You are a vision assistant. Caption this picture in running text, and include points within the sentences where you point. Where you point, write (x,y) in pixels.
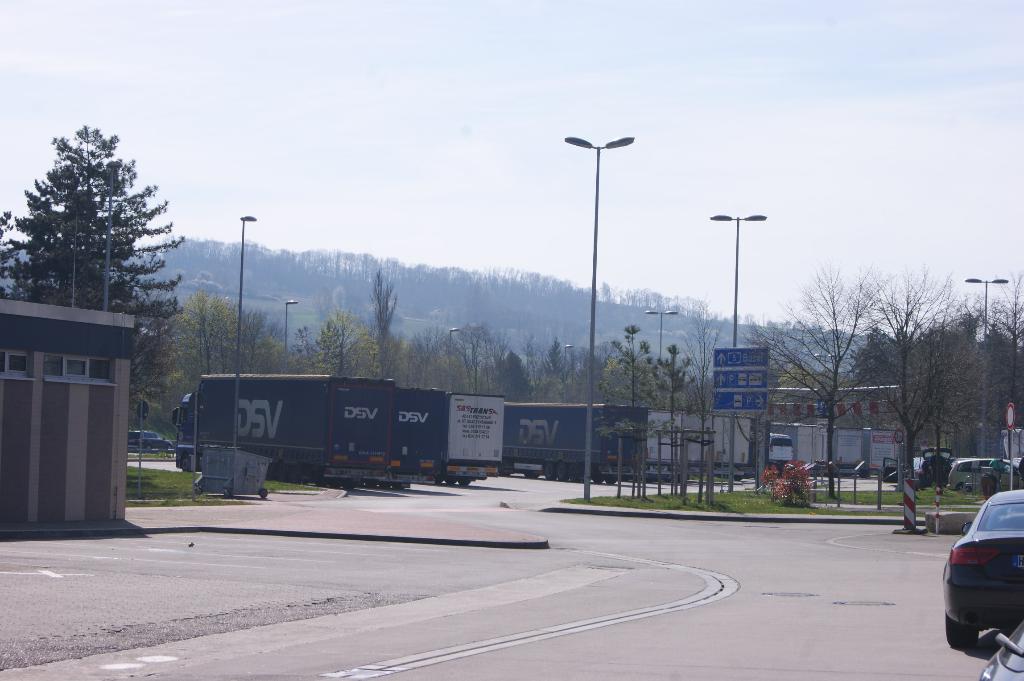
In this image I can see a road (541,557) in the centre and on the both side of it I can see number of vehicles (565,465), number of poles (912,518), street lights (597,254), few sign boards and on these boards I can see something is written. In the background (285,141) I can see clouds (372,170), the sky (375,155) and on the left side of this image (4,328) I can see a building (56,491).
